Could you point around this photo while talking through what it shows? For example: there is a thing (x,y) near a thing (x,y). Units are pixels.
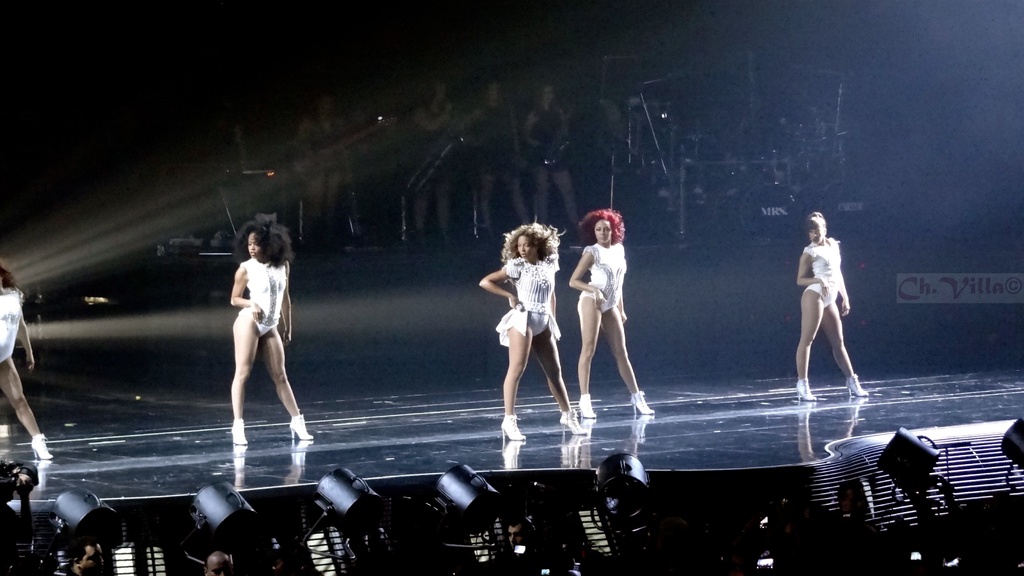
In this image we can see few people (7,341) dancing on the stage (708,391), we can see few people (316,164) playing musical instruments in the background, at the bottom (916,505) we can see some people (787,547) and the lights (925,469).
